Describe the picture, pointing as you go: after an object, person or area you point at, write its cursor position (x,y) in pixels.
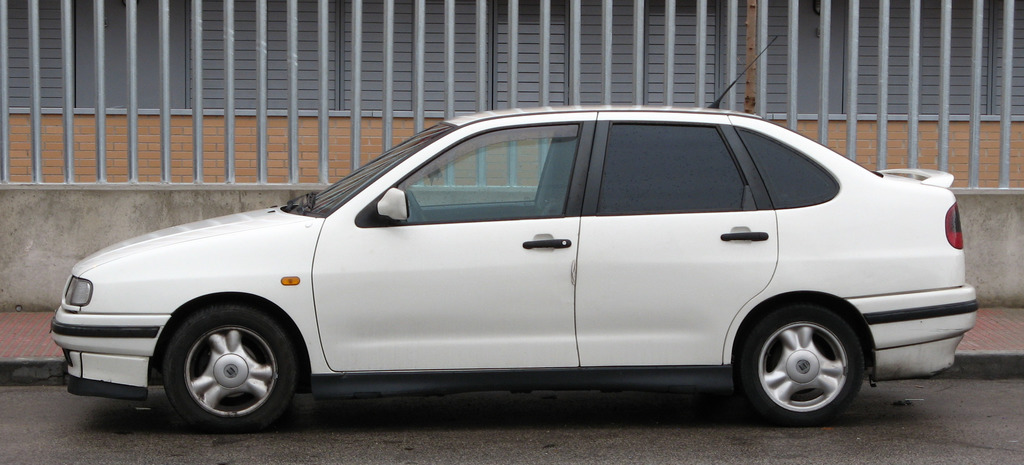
In this image in the center (618,241) there is one car (180,278) and in the background (838,47) there is railing (293,172), wall (143,189) and building (331,83). At the bottom (160,431) there is road (592,396).
